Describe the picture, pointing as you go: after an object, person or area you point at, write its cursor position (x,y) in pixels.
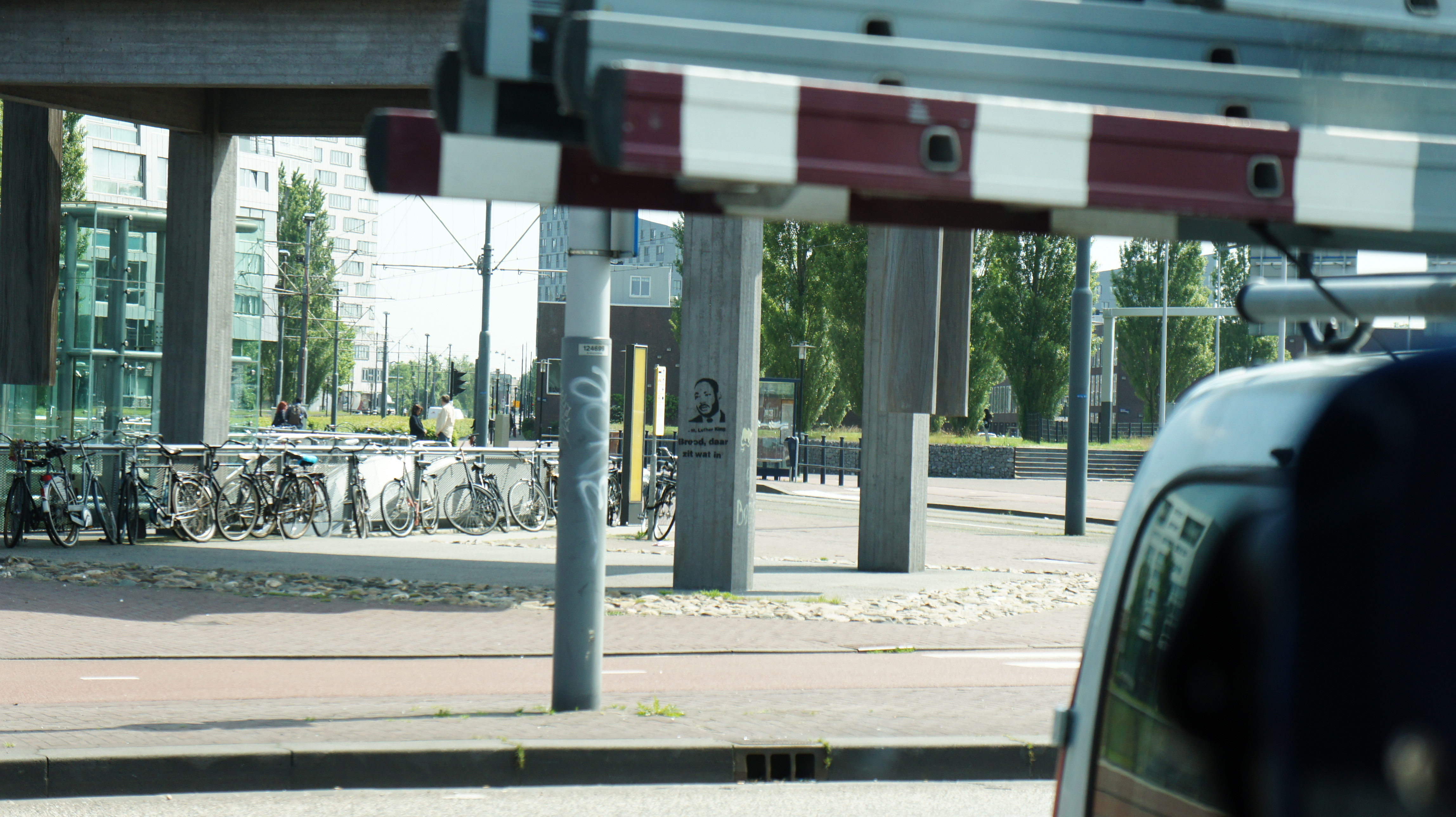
In front of the image there is some object (1326,676). There are metal rods (1396,303), pillars (908,393), electrical poles (583,521) with cables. There are cycles (411,464). There are people (448,398). On the right side of the image (1067,470) there are stairs (1056,475). In the background of the image (1070,313) there are trees (832,273), buildings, poles (279,397). At the top of the image (440,239) there is sky (453,225).
